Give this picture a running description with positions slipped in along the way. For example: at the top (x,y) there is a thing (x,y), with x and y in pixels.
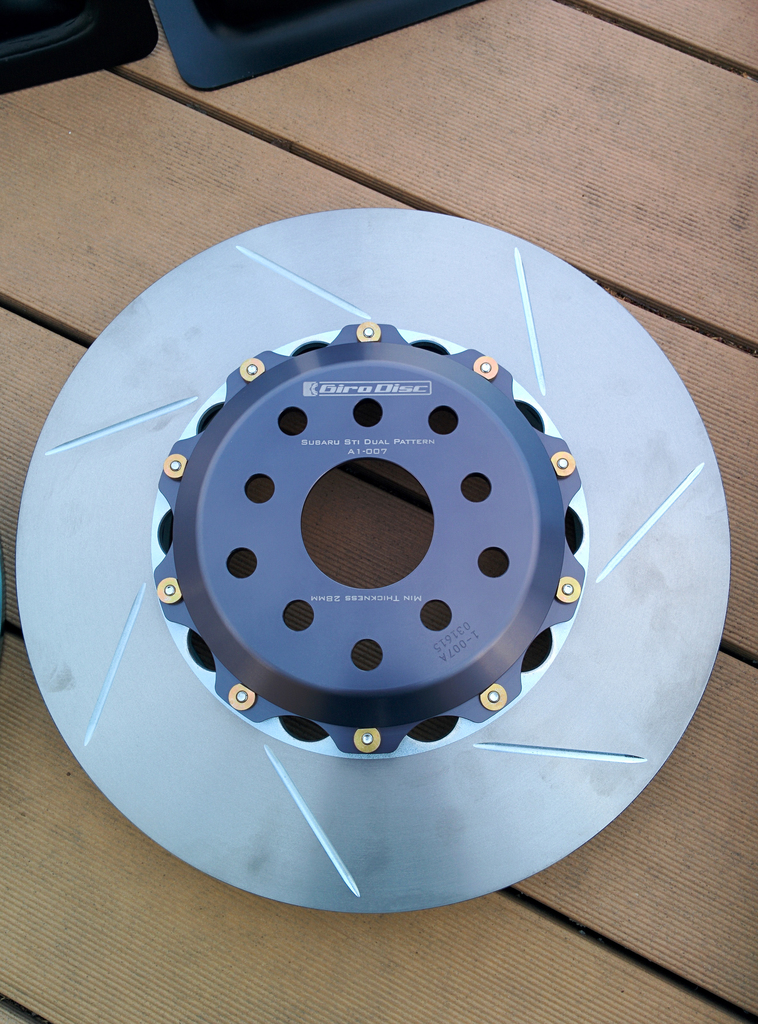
In this picture there is a metal disc brake (320,801), placed on the wooden table top (528,141).
